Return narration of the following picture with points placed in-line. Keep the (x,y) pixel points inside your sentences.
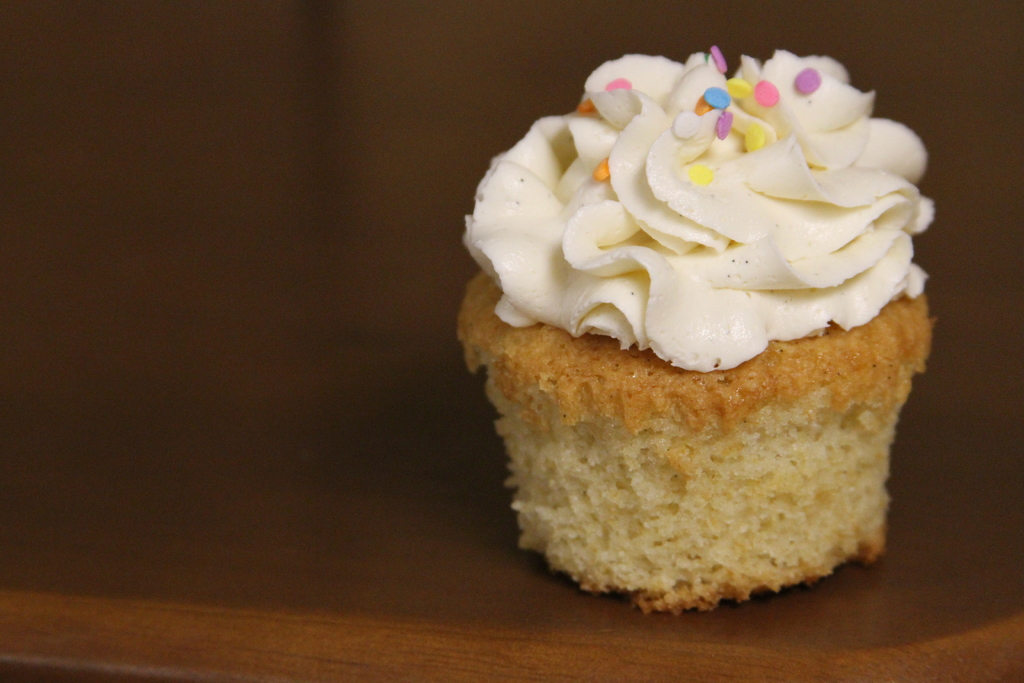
In this image there is a cupcake (656,472) on the table (289,548). On the cupcake (703,366) there is some cream (682,275) and few candies (758,135).
